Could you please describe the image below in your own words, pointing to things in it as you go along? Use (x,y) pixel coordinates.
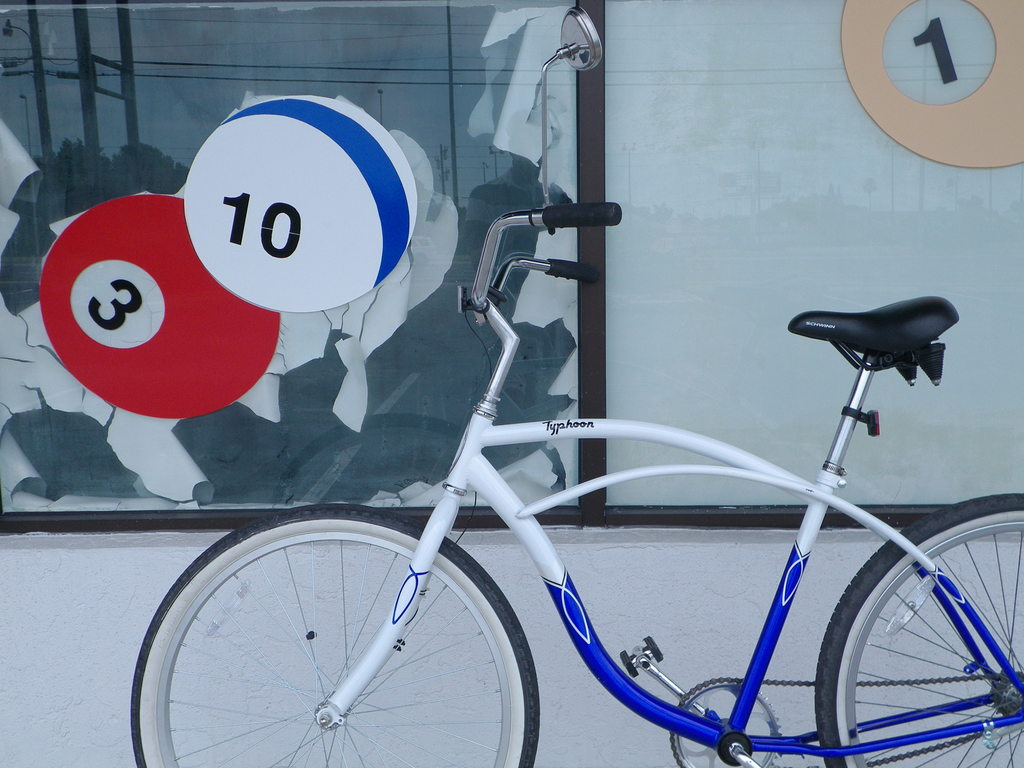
In this image, we can see a bicycle (823,485) in front of the wall (311,586).
